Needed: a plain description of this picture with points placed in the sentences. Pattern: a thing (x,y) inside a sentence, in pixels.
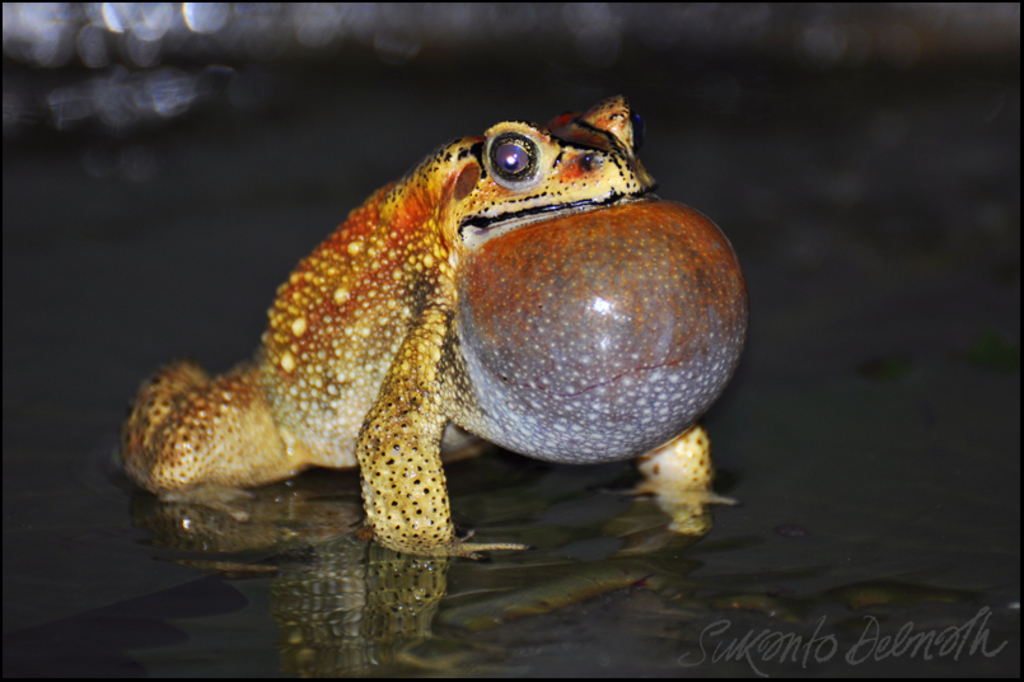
In the center of the image (473,380) we can see a frog (525,396). And we can see the reflection (365,596) of a frog (385,277) in the water (537,582). At the bottom right side of the image (834,632), there is a watermark (761,628). And we can see the dark background (667,105).
